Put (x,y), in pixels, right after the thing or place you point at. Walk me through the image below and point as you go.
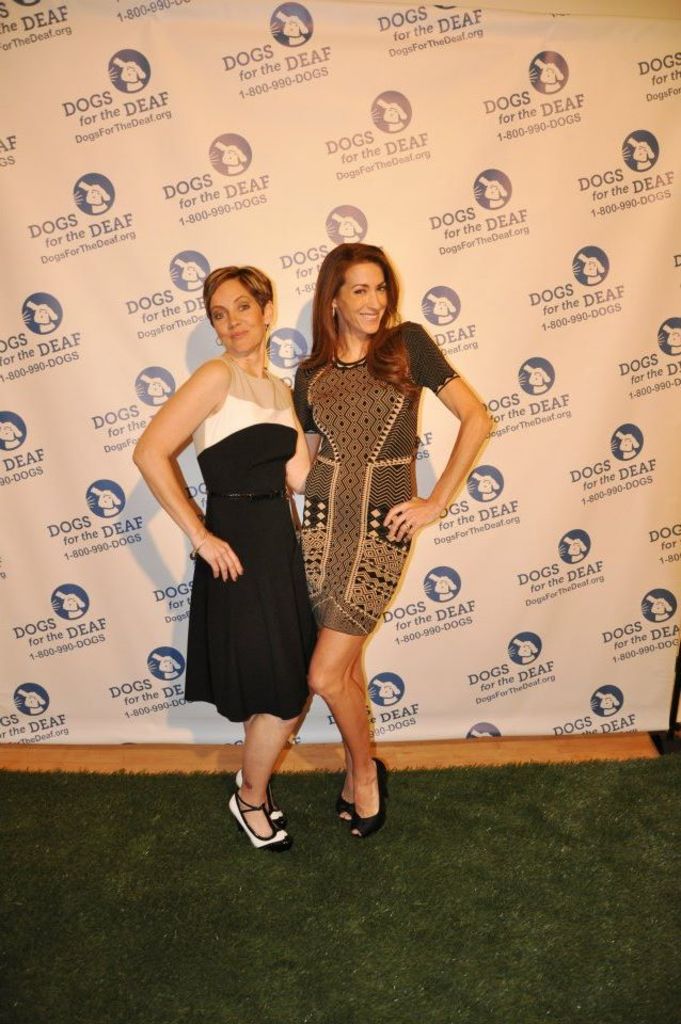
In this image we can see two ladies (240,807). In the background of the image (58,696) there is a banner (304,270) and a wooden surface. At the bottom of the image (396,959) there is the floor (379,956).
